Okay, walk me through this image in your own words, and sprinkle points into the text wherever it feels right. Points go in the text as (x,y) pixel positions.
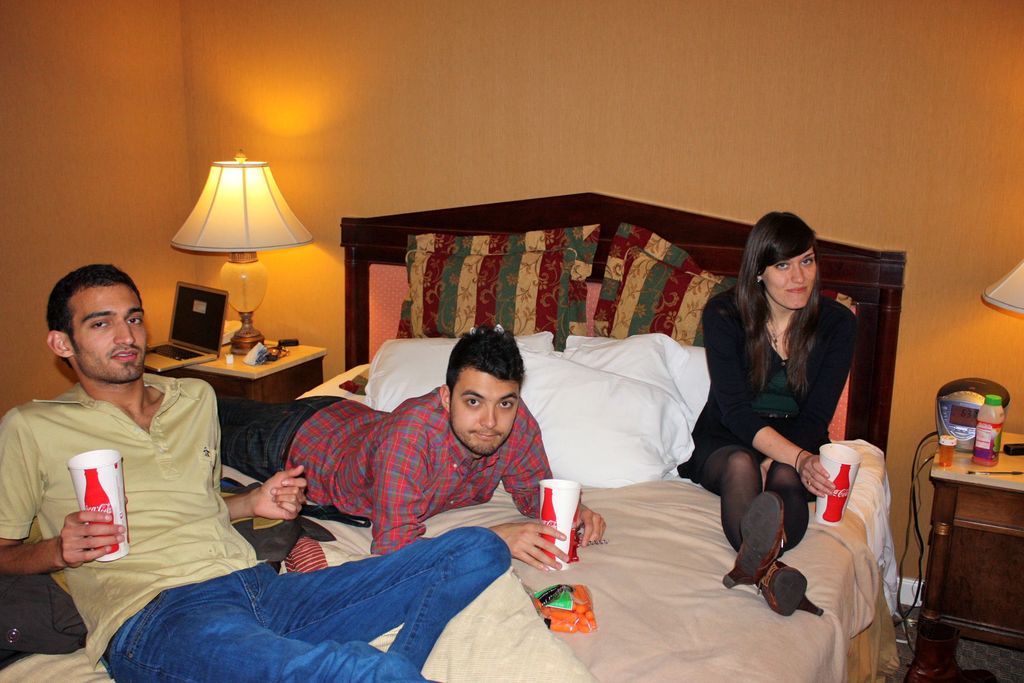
Here we can see three persons (193,506) on the bed (642,527). These are the pillows (605,405). And he is holding a glass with his hand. On the background (627,131) there is a wall (744,119) and this is lamp (243,351). And there is a laptop (179,309).
